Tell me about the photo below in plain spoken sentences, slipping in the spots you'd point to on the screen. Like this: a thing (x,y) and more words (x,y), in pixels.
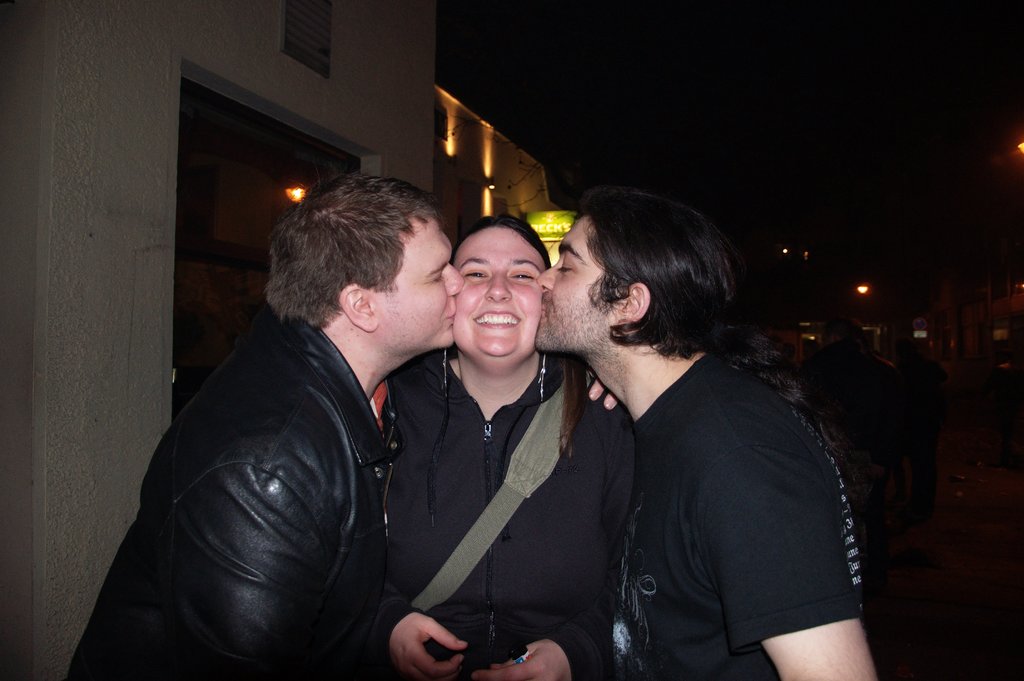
In this picture we have two men (657,422) are standing in between them there is a woman (502,430) Standing and she is carrying a bag (463,557), the two mens (387,340) are kissing women cheeks (523,289). we can see back side a buildings (227,180) and light (556,254) focusing and some people (846,405) are walking on the road (1009,472).
